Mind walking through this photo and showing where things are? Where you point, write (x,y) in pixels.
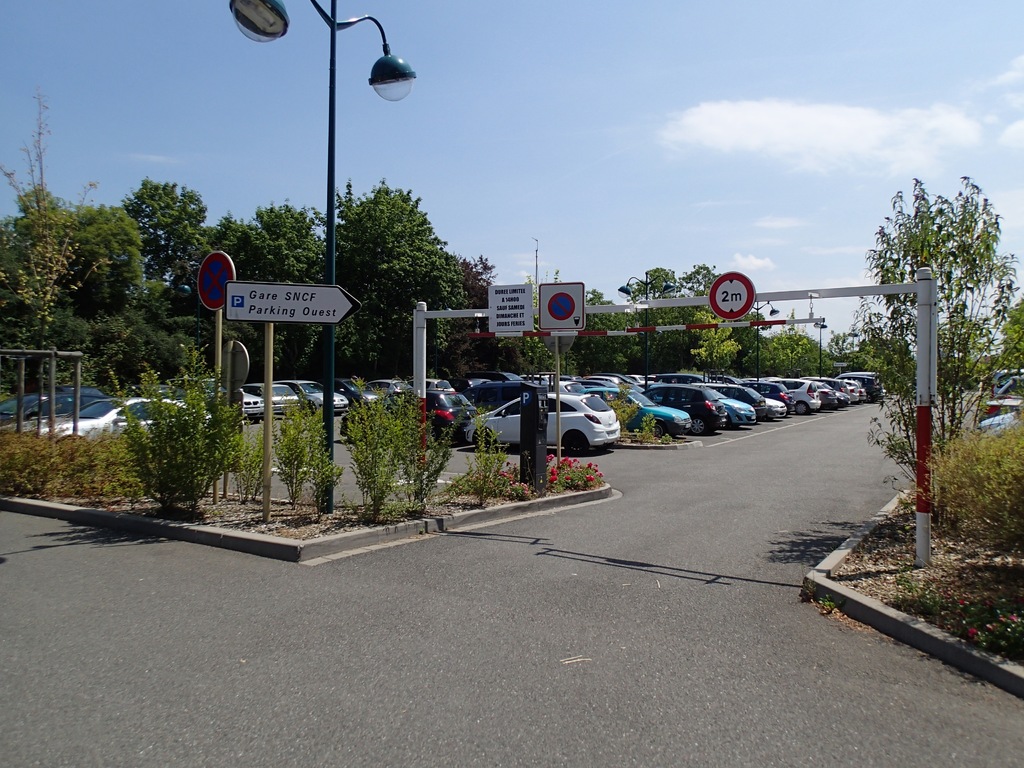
This is an outside view. At the bottom (262,600) there is a road (198,611). On both sides of the road (237,594) there are few plants (565,476). In the background (289,397) there are many cars (501,400) and trees (181,264). Beside the road (388,607) there are few poles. At the top of the image (511,88) I can see the sky (491,107) and clouds (738,115).
